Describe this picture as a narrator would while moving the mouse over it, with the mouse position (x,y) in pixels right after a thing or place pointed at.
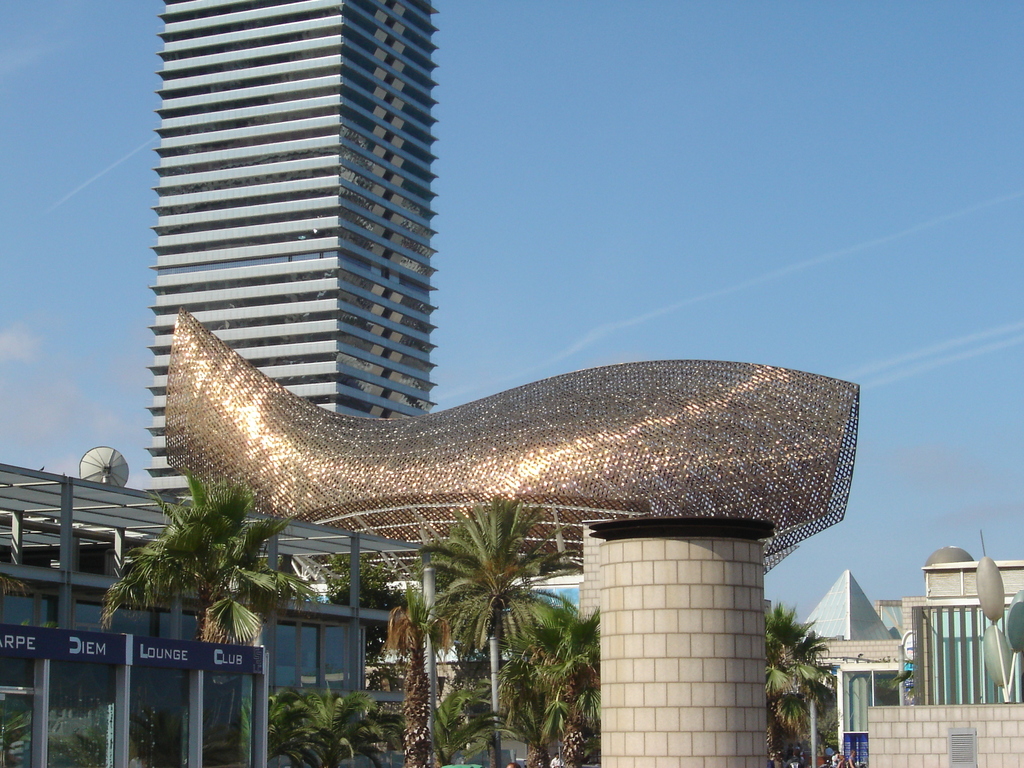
In front of the image there is a pillar (644,648), behind the pillar (637,650) there are a few people (808,749) standing, a structure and there are trees (533,680) and buildings (942,672) with glass walls (310,651) and metal rods (44,581), on the left side of the image (114,663) there is name (70,648) on the building (236,655), in the background of the image (278,324) there is a tower (326,137), on the rooftop (136,502) of the building (281,575) there are dish antennas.
